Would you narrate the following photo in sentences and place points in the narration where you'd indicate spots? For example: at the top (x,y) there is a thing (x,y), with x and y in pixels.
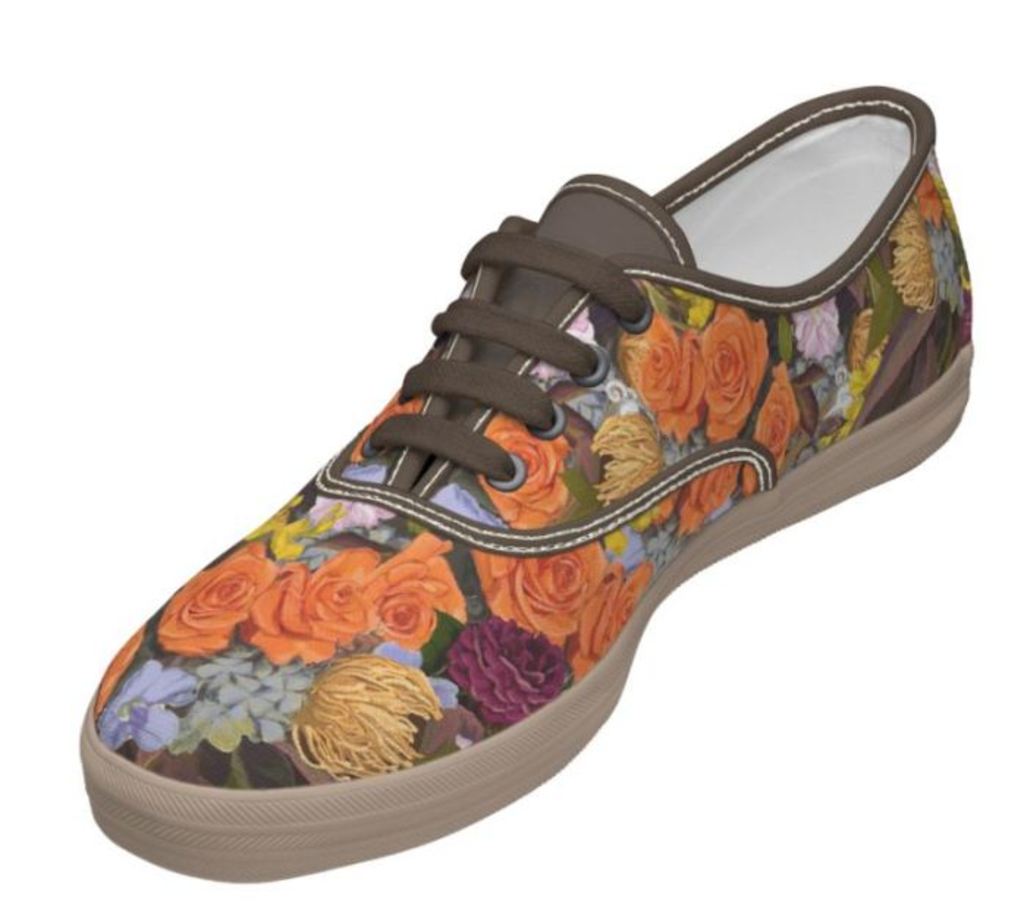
As we can see in the image there is a shoe (628,641). On shoe (677,490) there's drawing (239,669) of orange color flowers (427,578).
